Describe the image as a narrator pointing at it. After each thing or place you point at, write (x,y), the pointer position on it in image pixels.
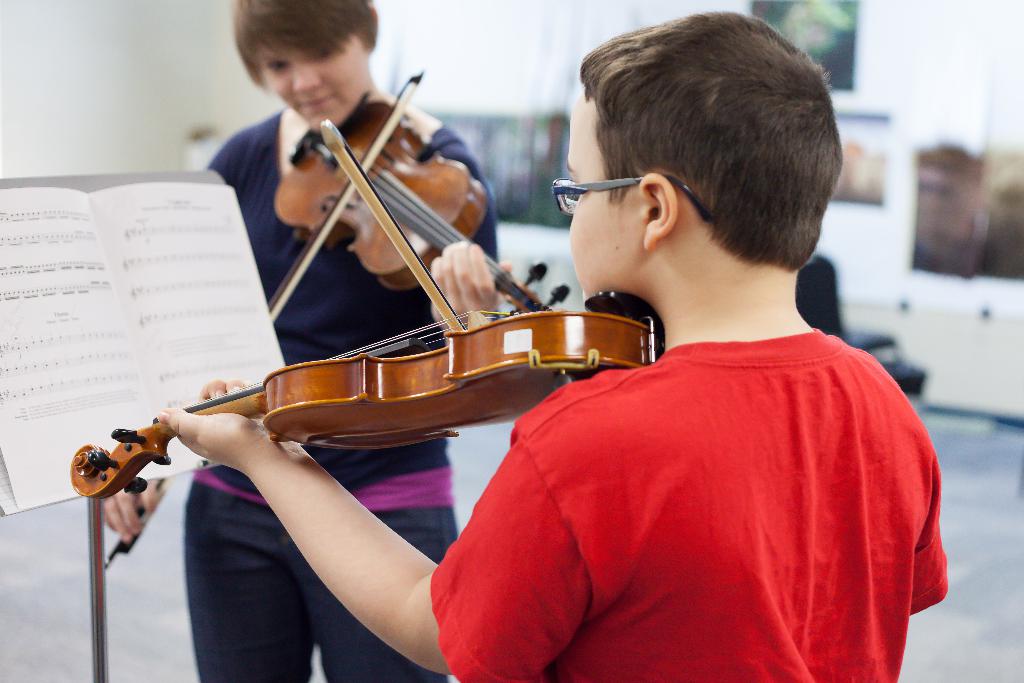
As we can see in the image there is a wall (964,68), photo frames (849,6), two people (822,372) holding violins (419,282) and there is a book (74,368).
